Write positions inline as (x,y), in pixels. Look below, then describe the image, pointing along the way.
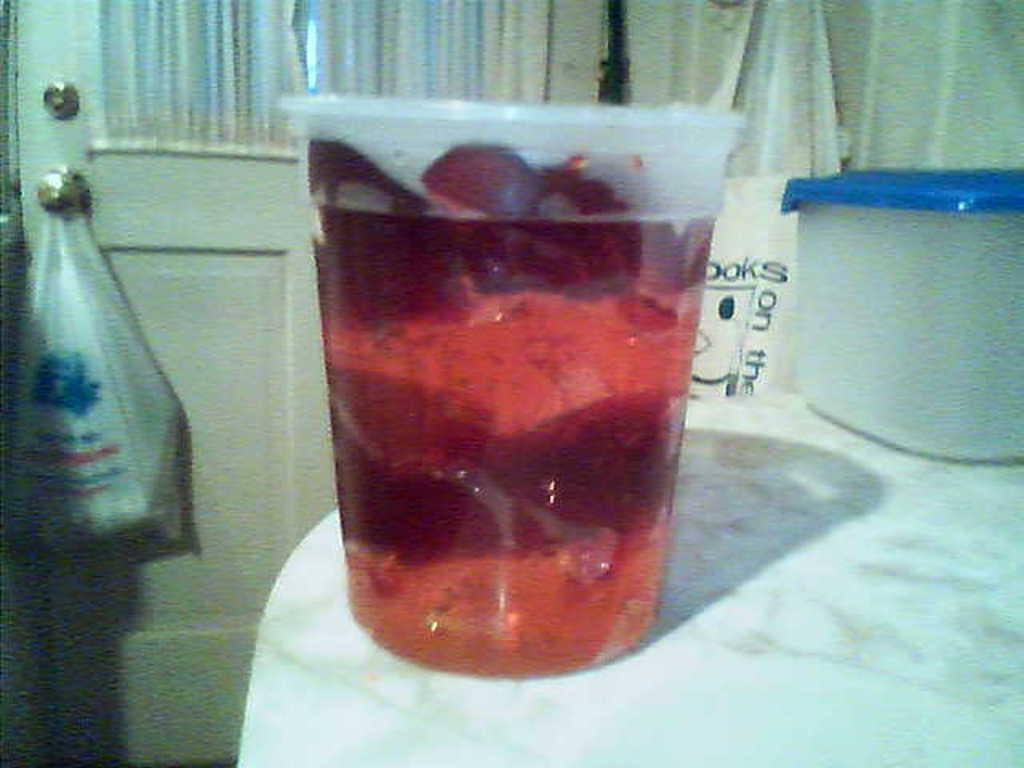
In this picture there is a glass (335,230) in the center of the image (510,347), which contains juice (553,246) in it and there is a box (928,298) on the right side of the image (928,272), there is a door (123,186) and a polythene (46,272) in the background area of the image (104,229).
